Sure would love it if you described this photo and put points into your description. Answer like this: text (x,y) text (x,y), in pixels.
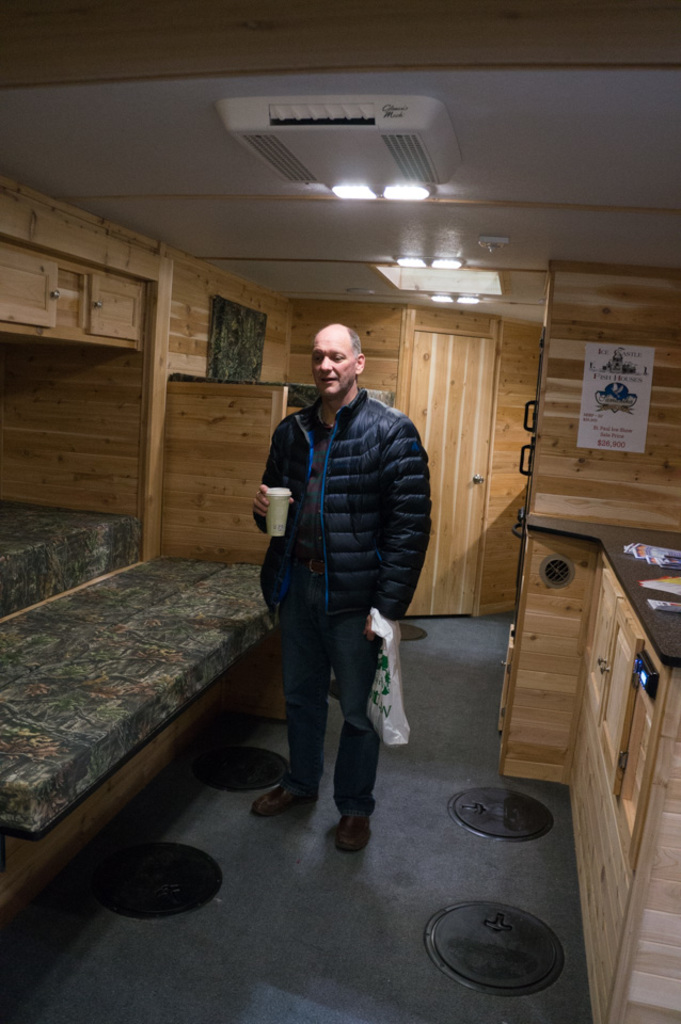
The man (324,582) in the middle of the picture (333,590) is holding a glass (269,518) in one of his hands (262,510) and in the other hand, he is holding a white plastic cover (383,694). Beside him, we see a bed (139,648). On the right side (658,598), we see a countertop (678,639) on which papers (667,575) are placed. Beside that, we see a wooden wall (613,454) on which the poster (589,351) is placed. In the background (469,345), we see a wooden wall (225,416) and door (438,435). We even see the cupboard (138,299). At the top of the picture (333,205), we see the ceiling (333,205) of the room (383,173).
